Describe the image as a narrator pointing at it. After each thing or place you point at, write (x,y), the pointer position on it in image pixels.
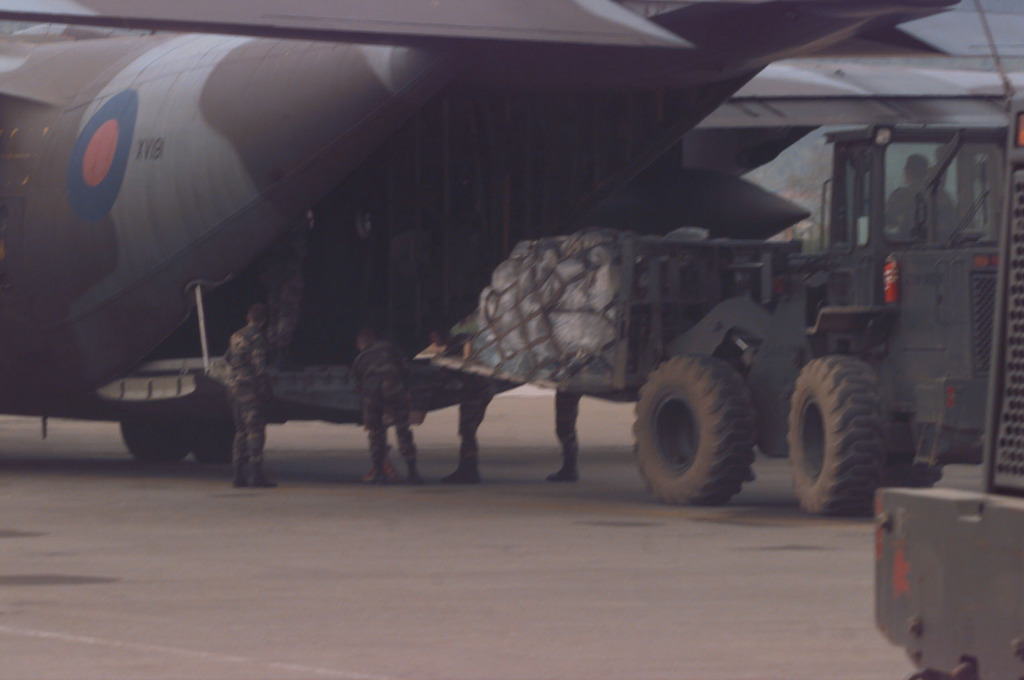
In this picture I can see the path (345,476) on which there is an aeroplane (40,350) and a vehicle (704,311) and I see few men (249,389) who are wearing army uniform (263,390).
